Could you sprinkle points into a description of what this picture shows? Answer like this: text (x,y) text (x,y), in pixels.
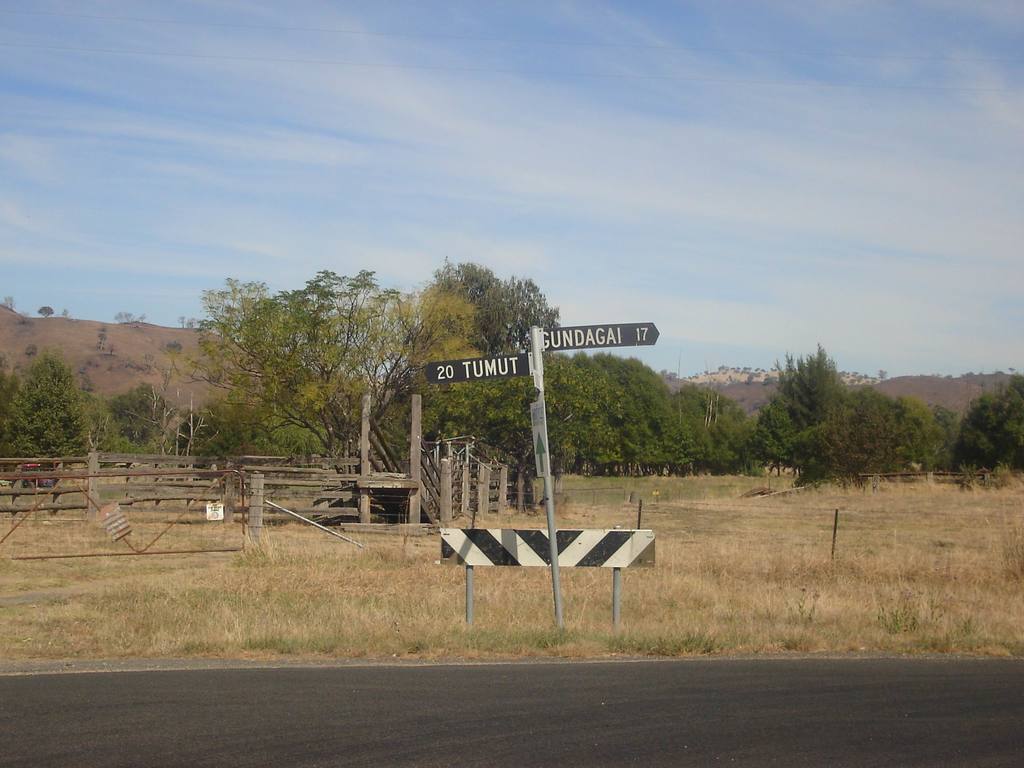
In this image there is the sky (359,122) towards the top of the image (671,125), there are mountains (882,392), there are trees (445,420), there is a wooden fence (176,481) towards the left of the image (215,486), there is grass (545,574), there are poles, there are boards (570,552), there is text (516,361) on the board (497,358), there is number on the board (572,342), there is road (598,710) towards the bottom of the image (517,711).
